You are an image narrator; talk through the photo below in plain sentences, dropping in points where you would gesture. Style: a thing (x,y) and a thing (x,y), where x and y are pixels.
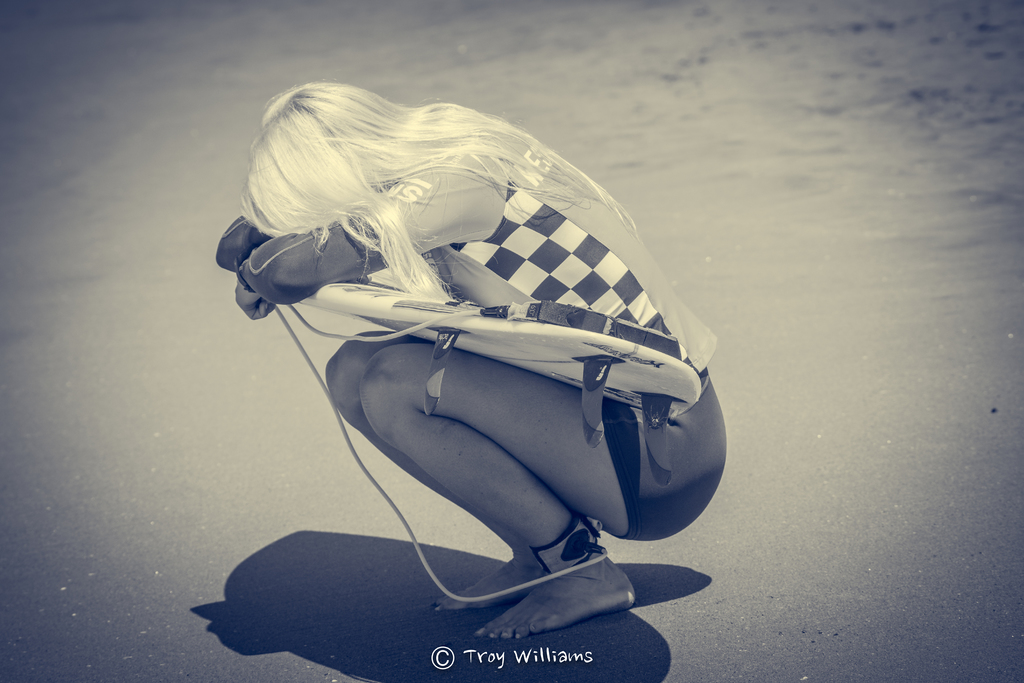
In the picture we can see a woman (504,478) sitting and closing her face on her lap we can see a surf board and she is with white hair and behind her we can see a sand (510,105).
